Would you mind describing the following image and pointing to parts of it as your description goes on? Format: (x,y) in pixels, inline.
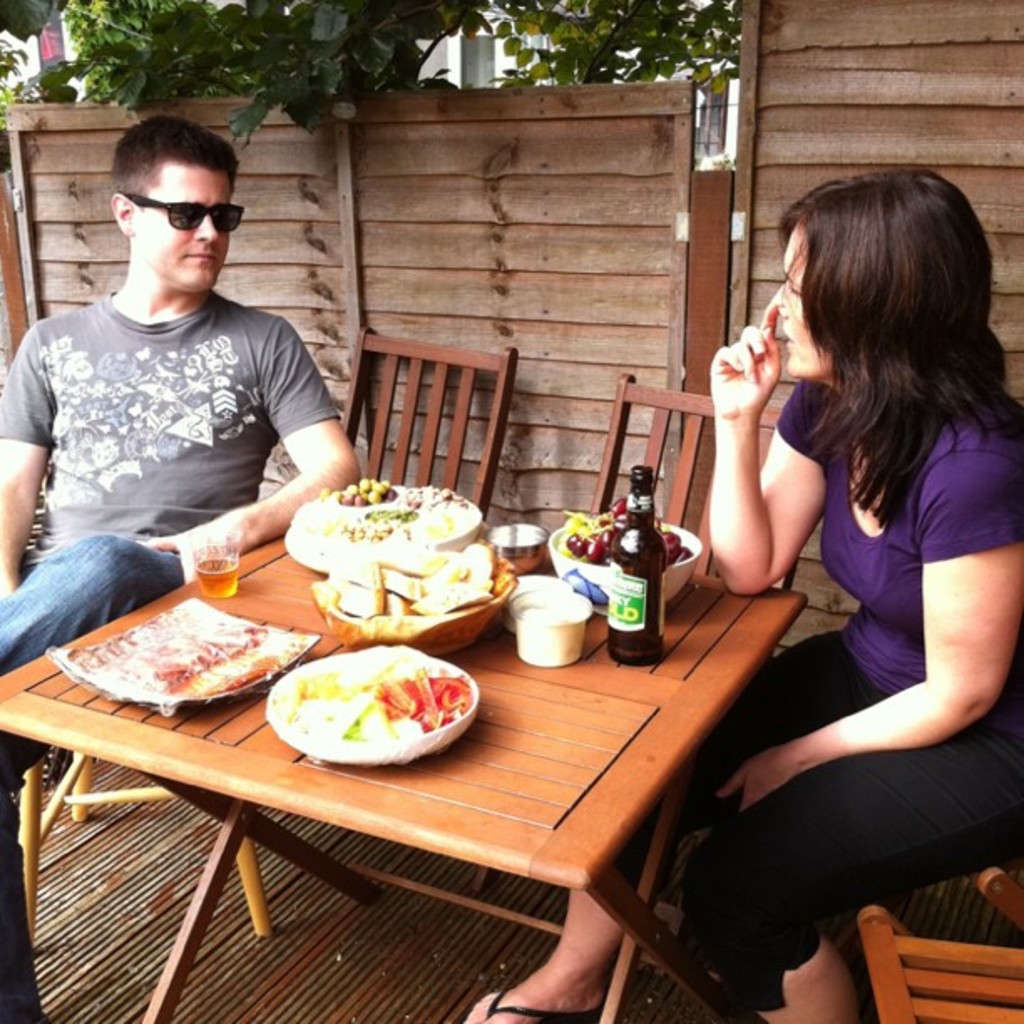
In this picture there is a man (192,260) wearing the spectacles (193,207), sitting in the chair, in front of a woman (857,586). In between them there is a table (502,746) on which some food items (182,641), plates (189,623), glasses (229,566) and a bottle (622,604) were placed. In the background (396,245), there is a wooden railing (389,175) and some trees (367,37) here.
